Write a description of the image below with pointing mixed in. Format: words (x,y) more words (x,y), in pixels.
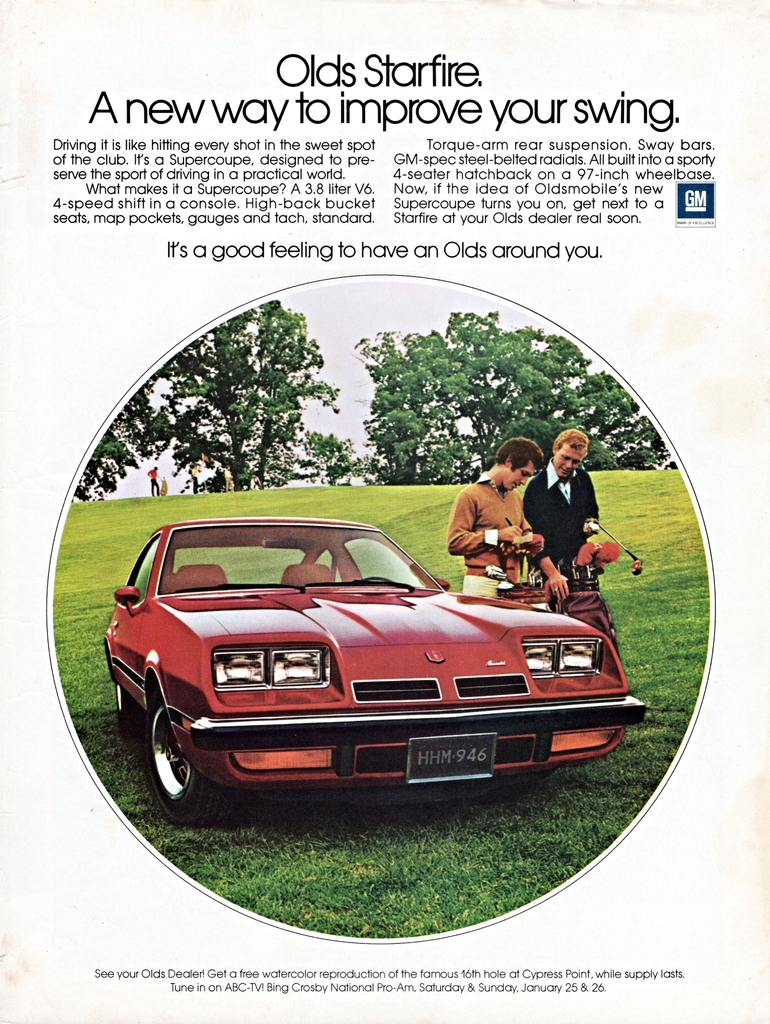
In this picture I can observe a paper (132,469). There is a car (408,607) on the ground (101,565) in this paper (178,617) which is in red color. Beside the car (437,608) there are two persons (520,524) standing in this paper (379,192). I can observe some text (264,205) in the paper (309,202).
